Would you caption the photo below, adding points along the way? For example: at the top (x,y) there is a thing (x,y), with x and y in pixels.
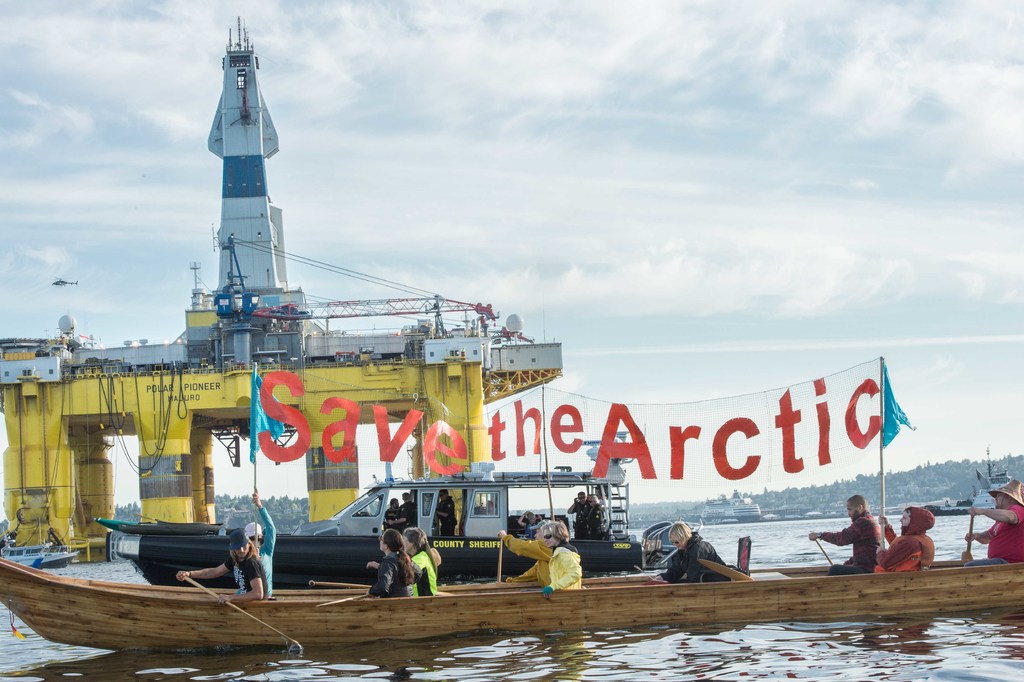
In this picture we can see boats (525,618) on water (753,656), here we can see an oil rig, people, flags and in the background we can see trees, sky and some objects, here we can see some text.
